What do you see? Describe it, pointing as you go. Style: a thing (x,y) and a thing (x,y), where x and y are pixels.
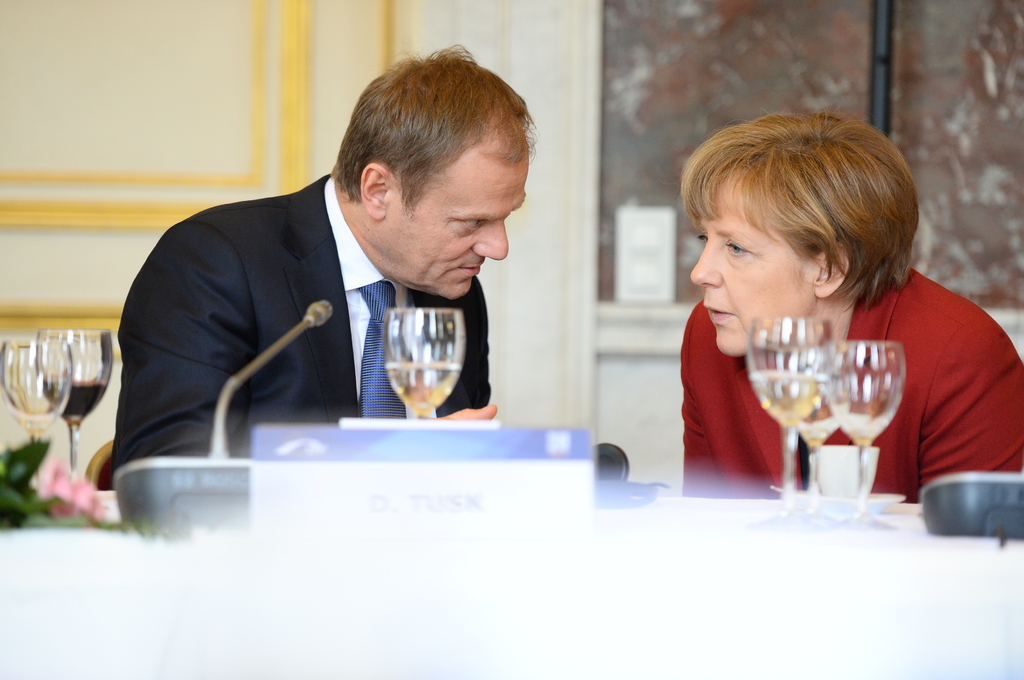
In the image there is a man (366,239) in black suit (328,298) and a woman (781,274) in red jacket (1007,458) sitting in the front of table (654,545) with wine glasses (424,380), mic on it and behind them there is a wall (555,46).
